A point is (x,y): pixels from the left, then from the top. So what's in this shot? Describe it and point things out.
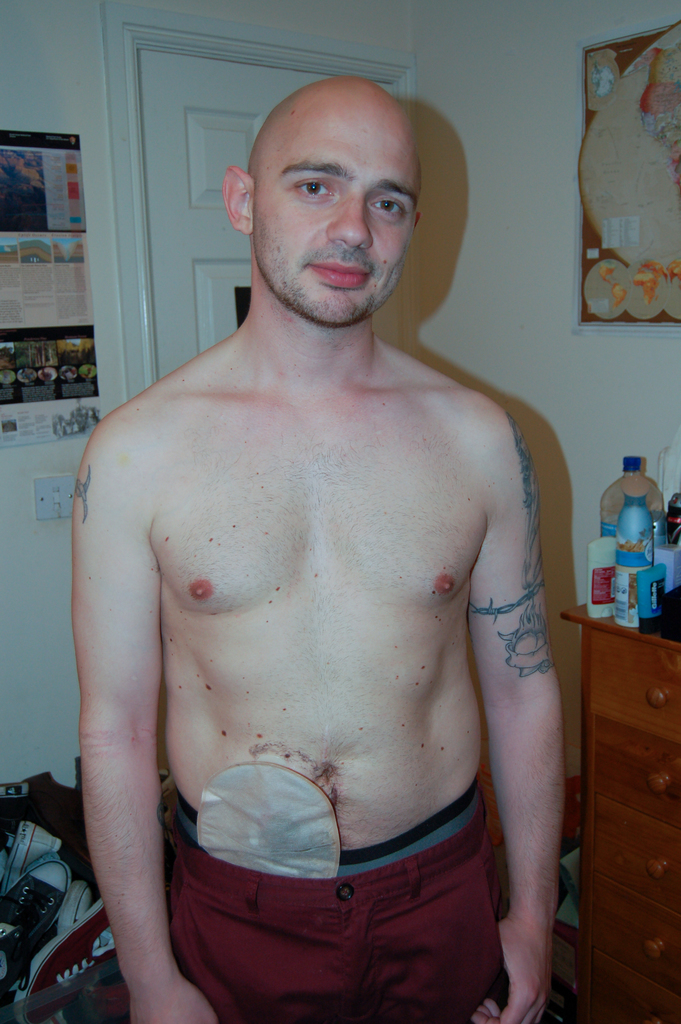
In the middle of the image (345,598) we can see a man (326,613), behind him we can find few shoes (117,975) and bottles (632,564) on the table (613,641), in the background (57,363) we can see few posters (60,320) on the wall (470,287).
